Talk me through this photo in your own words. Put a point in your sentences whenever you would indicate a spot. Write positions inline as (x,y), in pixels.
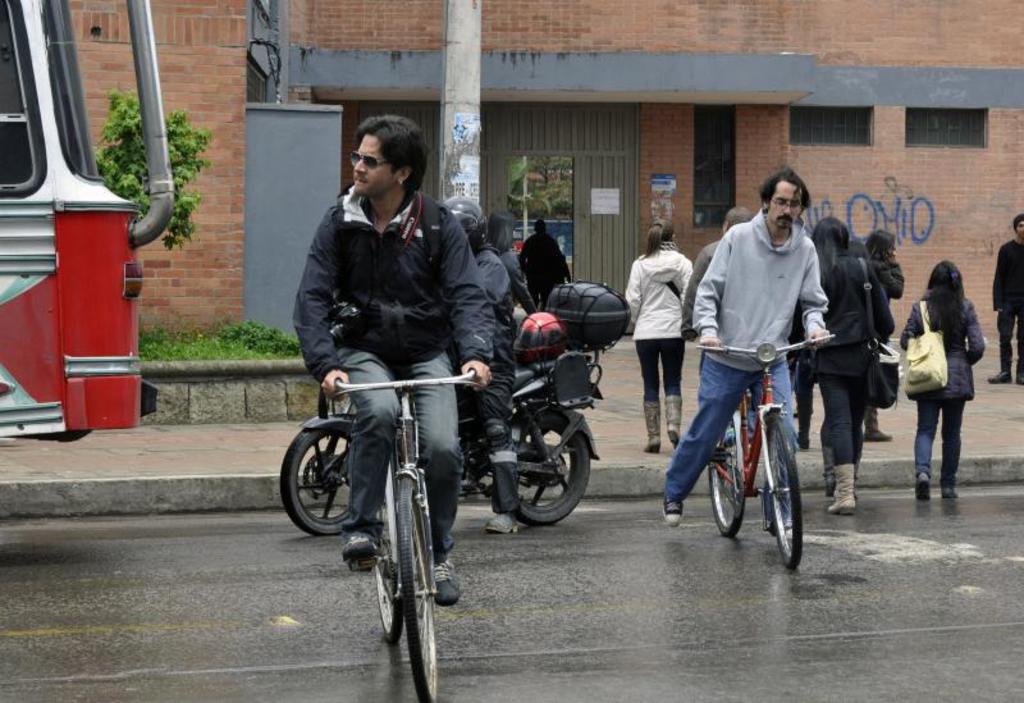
As we can see in a picture that, there are many persons (477,363) are there. This is a building (565,45), tree (190,140), grass (199,353) and a vehicle (61,282). This two persons (386,449) are driving a bicycle (751,459).
